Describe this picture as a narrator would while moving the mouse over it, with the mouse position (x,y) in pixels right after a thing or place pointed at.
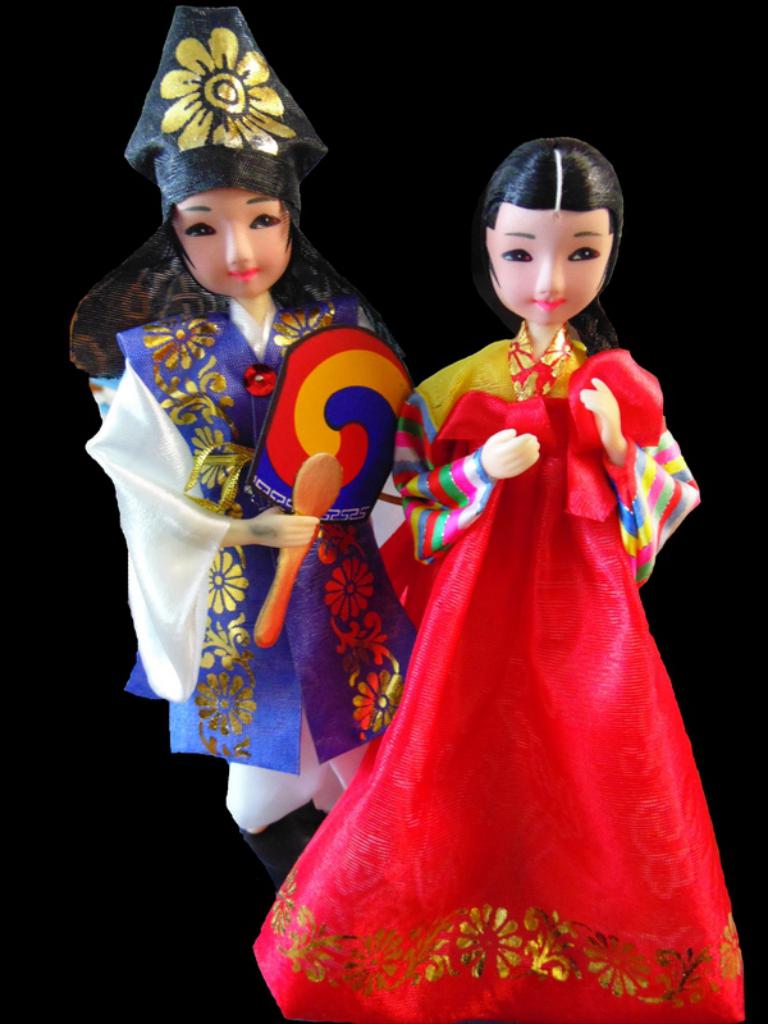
In this image we can see two dolls (470,880). The background of the image (25,54) is black in color.
